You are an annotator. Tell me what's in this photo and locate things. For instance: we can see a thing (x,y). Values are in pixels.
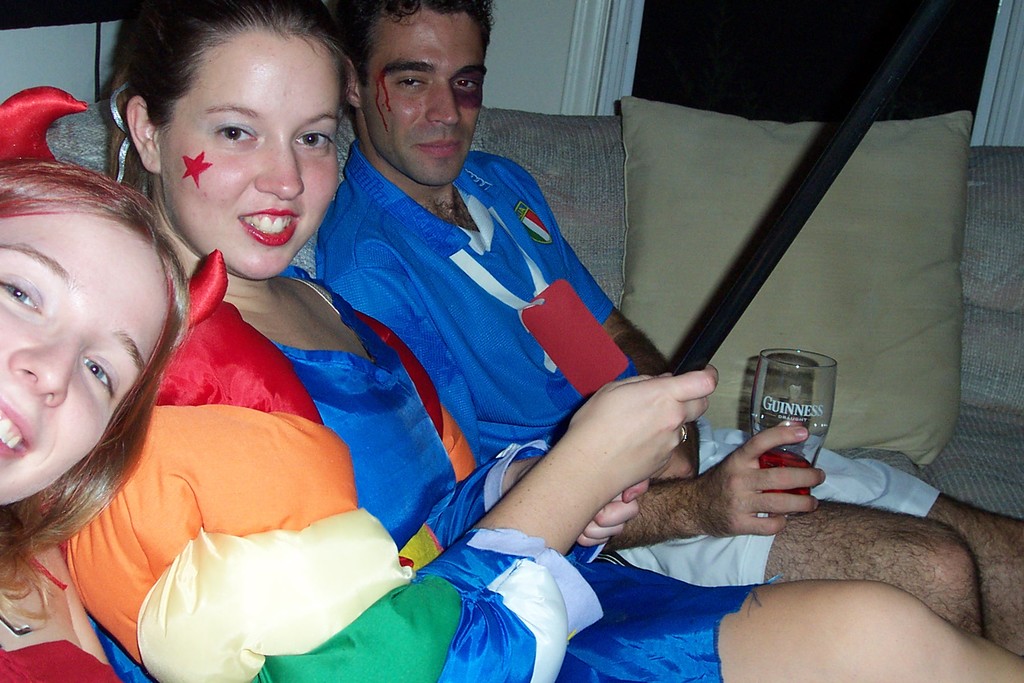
In this image there is a couch (621,219), there is a pillow (832,248) on the couch (1007,208), there is a man (436,204) sitting on the couch (598,246), there are two women (106,270) sitting on the couch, the man (434,317) is holding an object (800,411), the woman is holding an object (804,201), there is a wall (560,51) towards the top of the image (573,40), there is an object (75,19) towards the top of the image (614,16).
